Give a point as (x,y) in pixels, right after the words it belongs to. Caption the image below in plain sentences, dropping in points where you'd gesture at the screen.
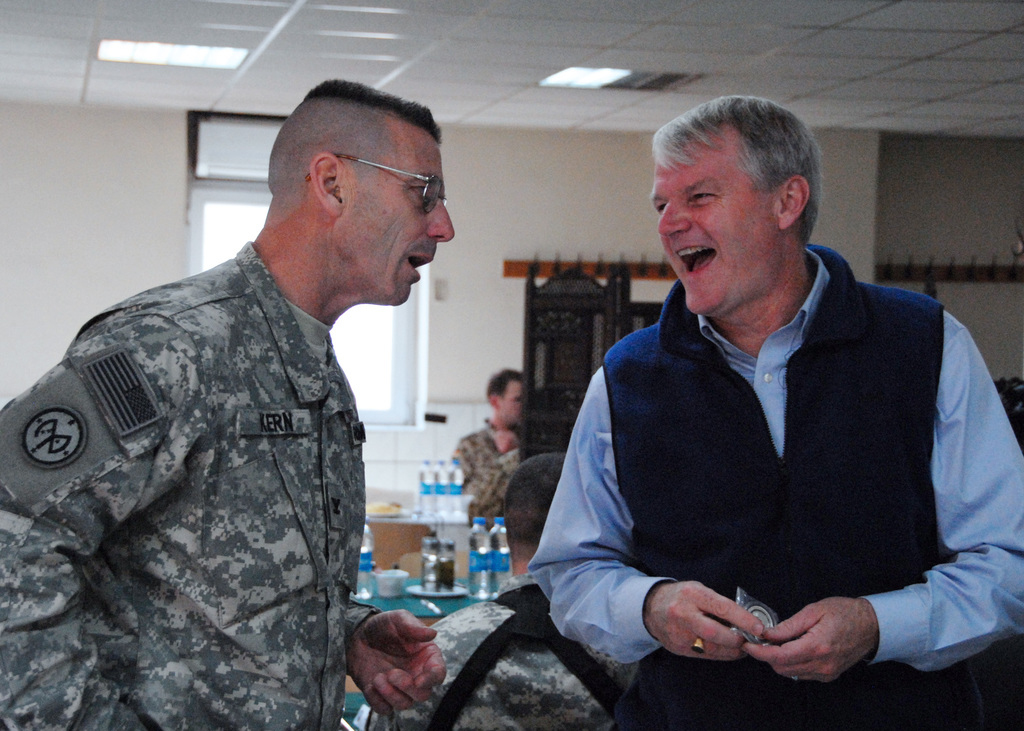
In the picture I can see two persons (249,631) talking, behind there are few persons (533,493), tables (462,515) and some bottles (489,557) are placed on it and there is a window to the wall (64,343).
